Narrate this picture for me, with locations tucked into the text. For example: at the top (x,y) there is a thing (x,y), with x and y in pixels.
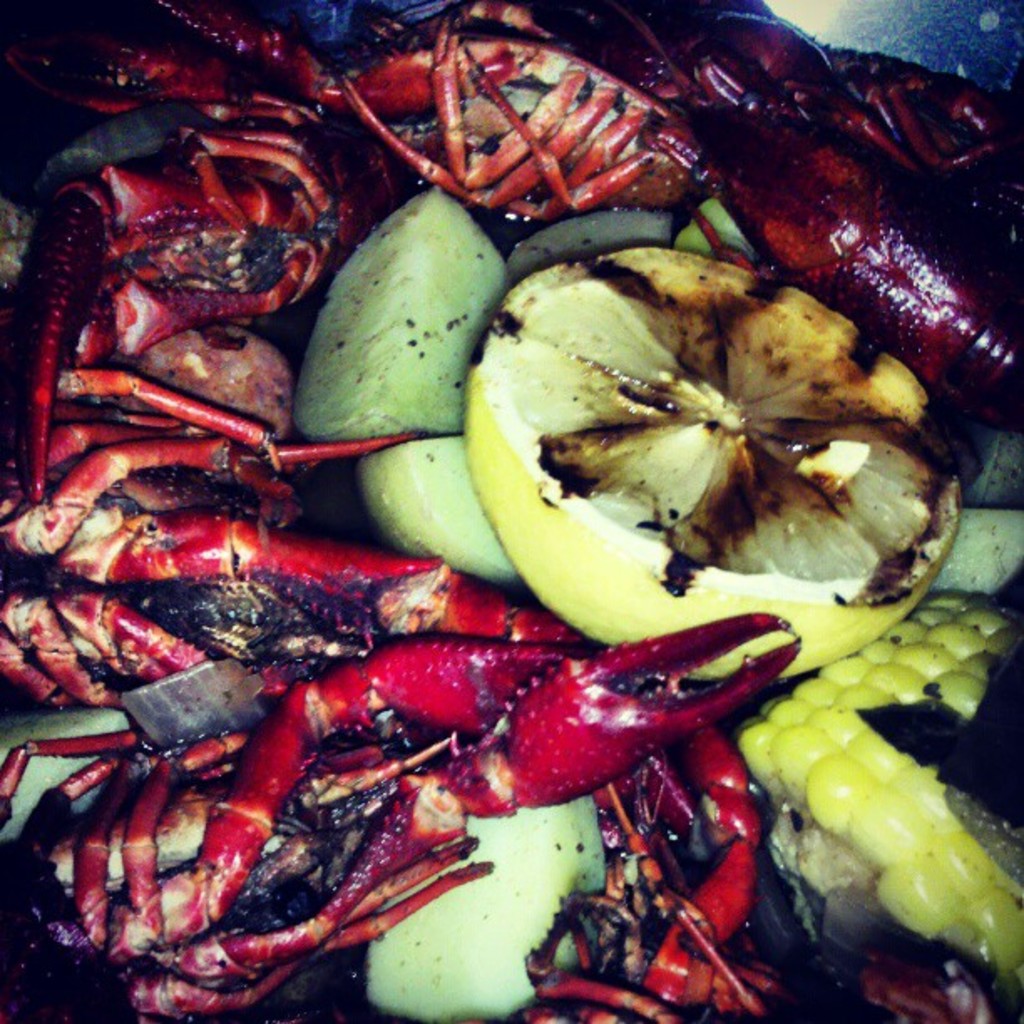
In this image we can see some food (311,829) placed on the surface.
